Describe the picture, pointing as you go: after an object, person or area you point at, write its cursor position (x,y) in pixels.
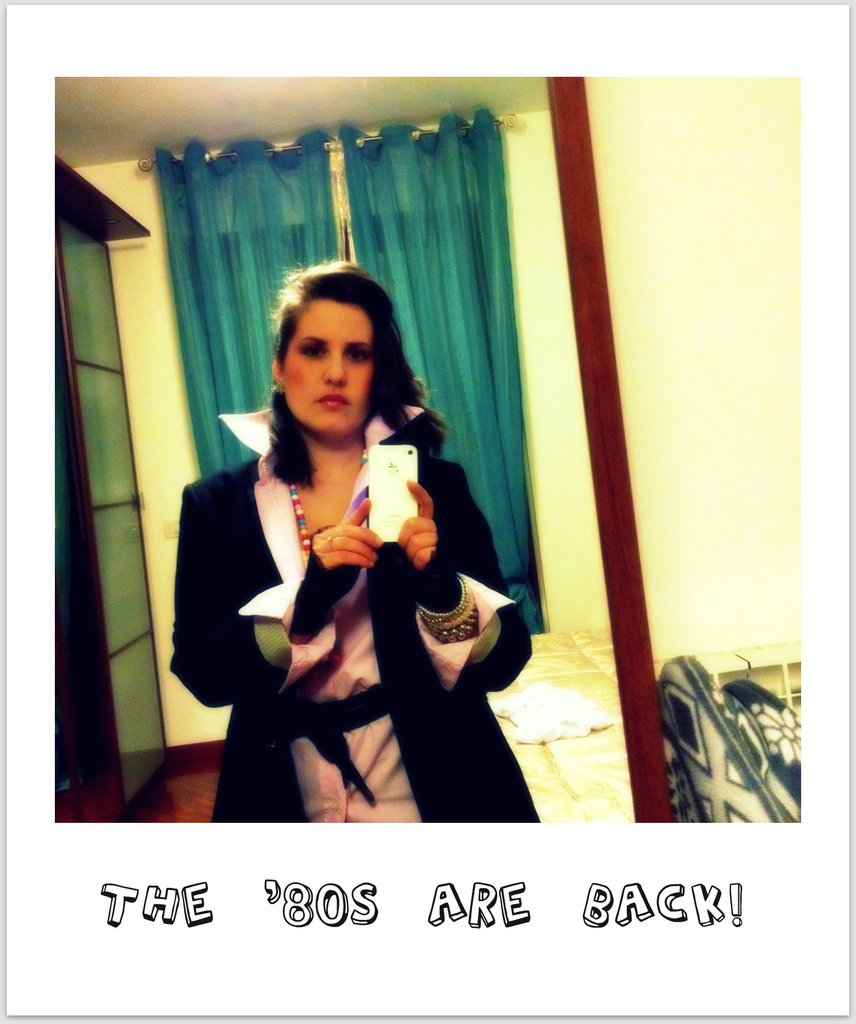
In the image we can see a woman (401,660) standing, wearing clothes (299,628), finger ring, neck chain (307,542) and she is holding mobile phone (387,535) in her hand (335,548).
